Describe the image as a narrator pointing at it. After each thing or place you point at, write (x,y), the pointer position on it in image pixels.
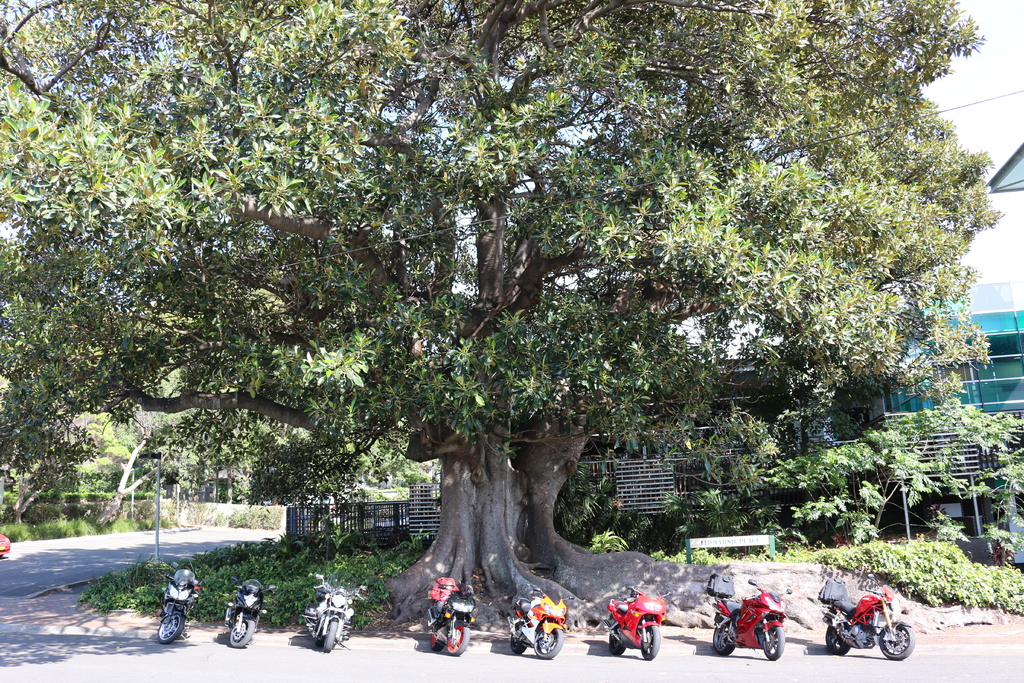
In the center of the image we can see bikes (552,619). In the background (151,127), we can see the sky (951,119), clouds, trees (447,258), fences (694,461), one building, one sign board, grass (797,547), plants (911,547), road (108,547) etc.
